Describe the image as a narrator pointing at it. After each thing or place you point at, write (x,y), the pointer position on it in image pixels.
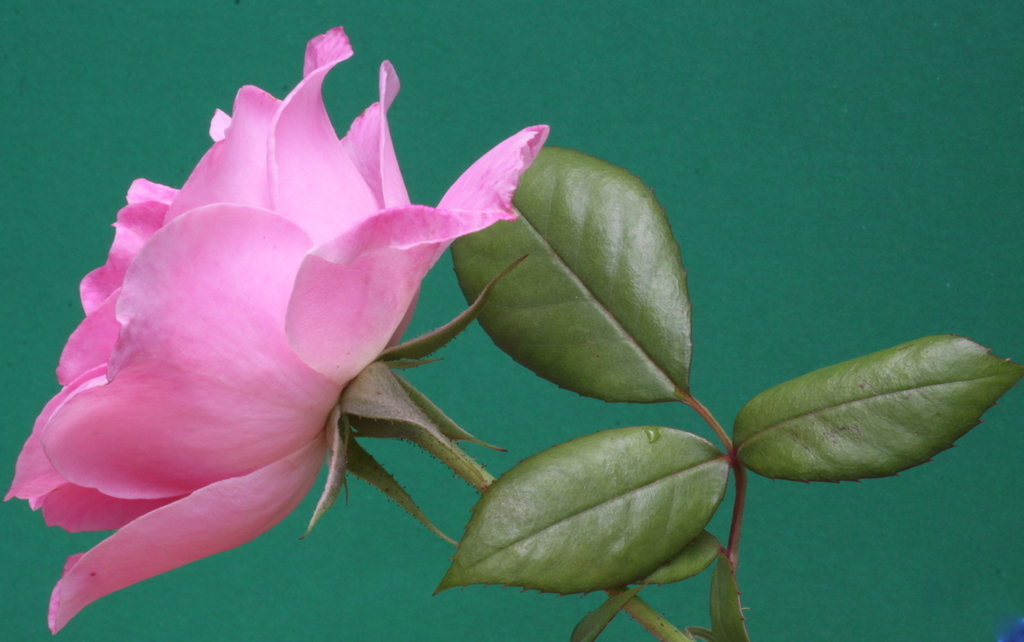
In this picture we can see a pink flower (264,370), leaves (568,389) and in the background (449,94) we can see green color.
